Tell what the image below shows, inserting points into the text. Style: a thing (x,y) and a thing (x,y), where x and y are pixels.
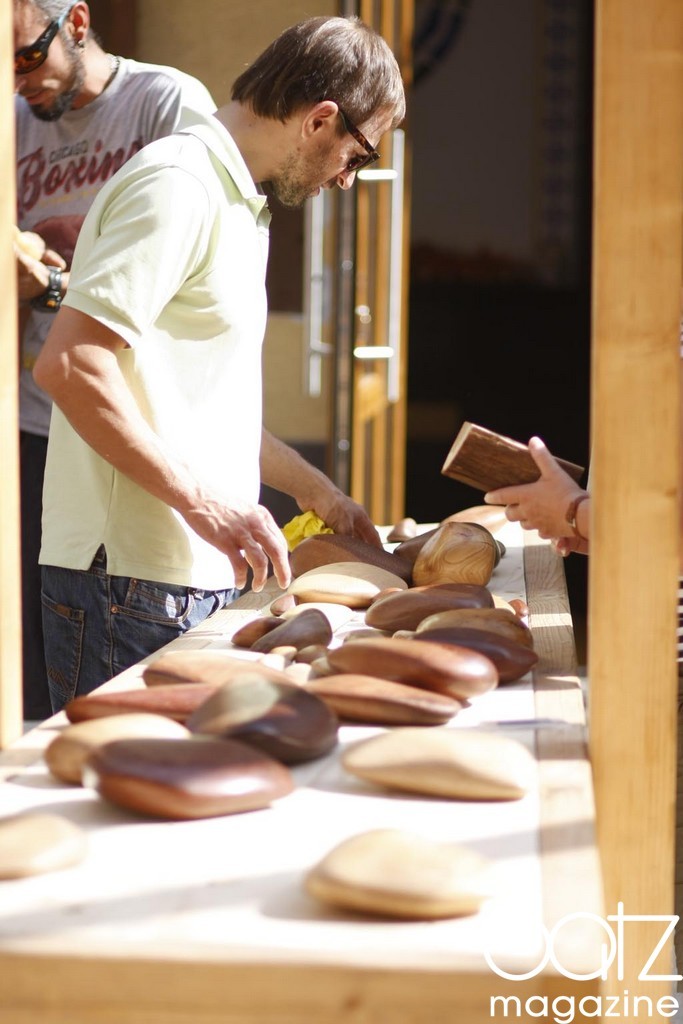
In this picture we can see two men (143,185) standing here, there is a table (223,818) here, we can see some stones (370,690) on the table (364,827), these two persons (195,254) wore goggles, at the right bottom (535,968) there is some text (562,972).
